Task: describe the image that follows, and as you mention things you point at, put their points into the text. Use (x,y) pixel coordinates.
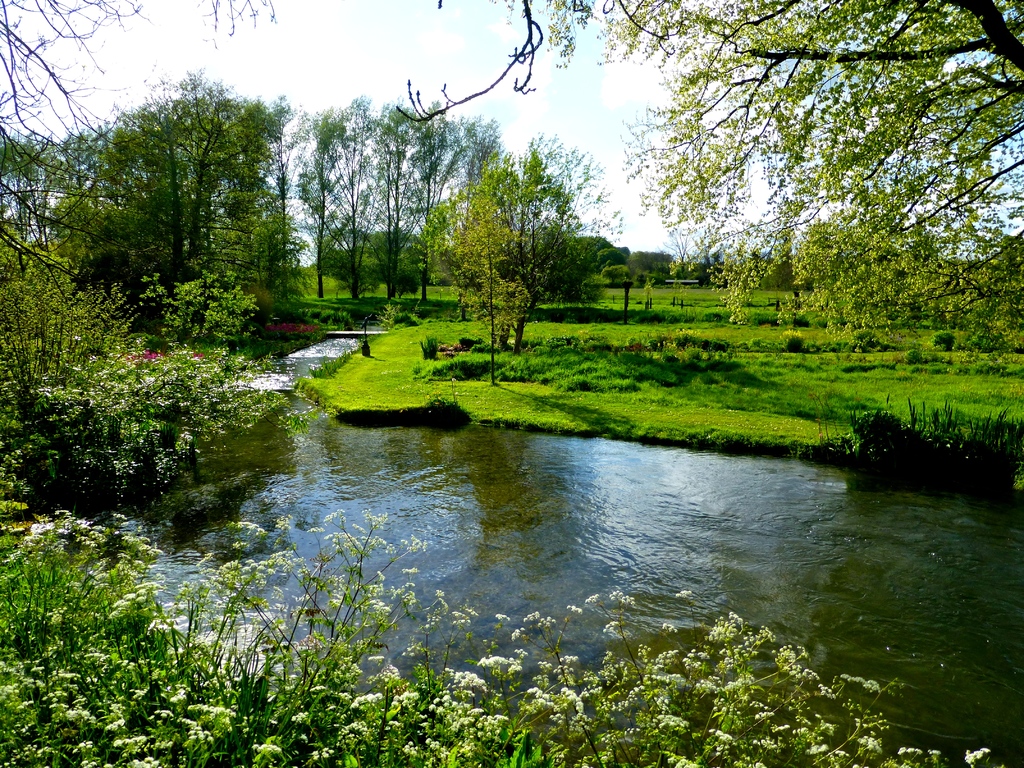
This is an outside view. At the bottom (669,522) there is a lake (495,542). On both sides of the lake (464,459) there are many plants (110,605) along with the flowers (93,576) and grass (671,404). In the background (600,240) there are many trees (156,193). At the top of the image (333,48) I can see the sky (316,51).
